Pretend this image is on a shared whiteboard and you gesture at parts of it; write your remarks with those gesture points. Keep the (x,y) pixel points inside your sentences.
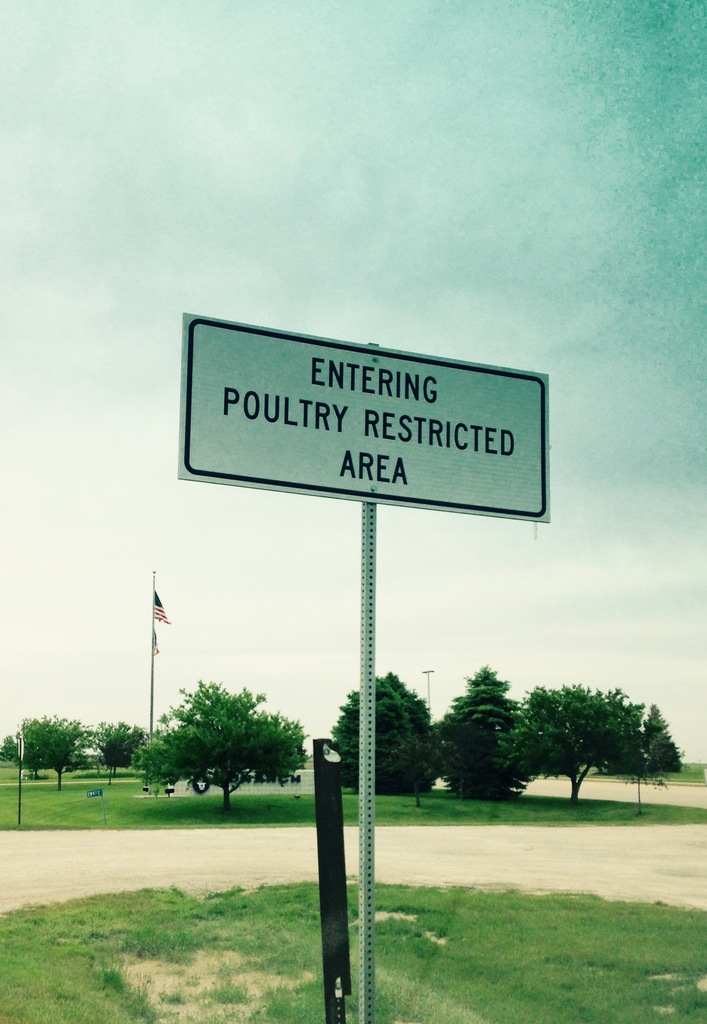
In this picture there are trees (112,755) and there is a flag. In the foreground (319,420) there is a board (374,402) on the pole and there is text (345,402) on the board (339,391). At the top (358,333) there is sky (295,306). At the bottom (684,1023) there is grass (404,935) and there is ground (217,857).
